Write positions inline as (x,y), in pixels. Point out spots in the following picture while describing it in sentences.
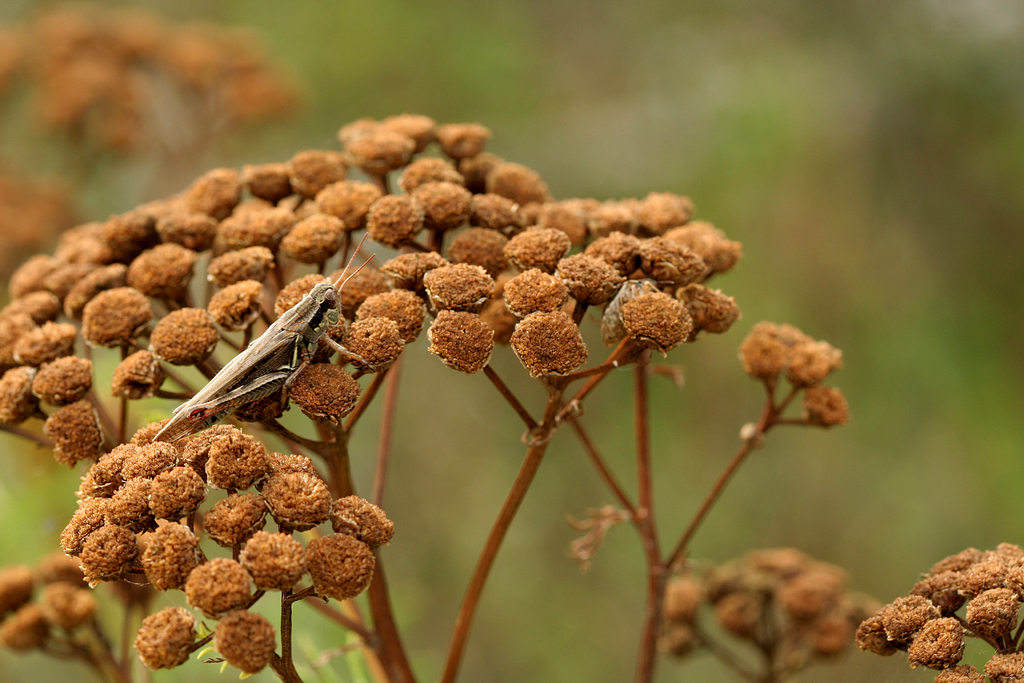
In the picture we can see a dried plant (641,667) with dried flowers (288,462) on it we can see one insect (228,371) and the background (494,40) is blurry.
